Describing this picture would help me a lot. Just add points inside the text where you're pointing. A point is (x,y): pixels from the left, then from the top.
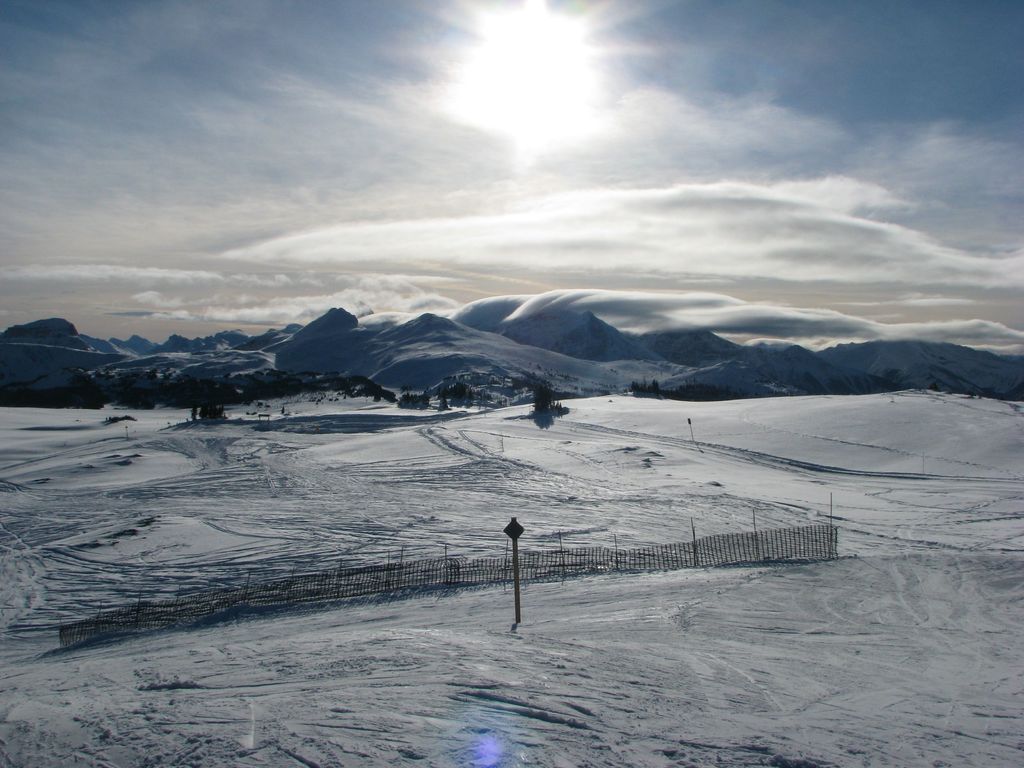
We can see snow (743,591) and fence (430,568). Background (169,358) we can see hills (653,347) and sky (636,305) with clouds (634,280).
